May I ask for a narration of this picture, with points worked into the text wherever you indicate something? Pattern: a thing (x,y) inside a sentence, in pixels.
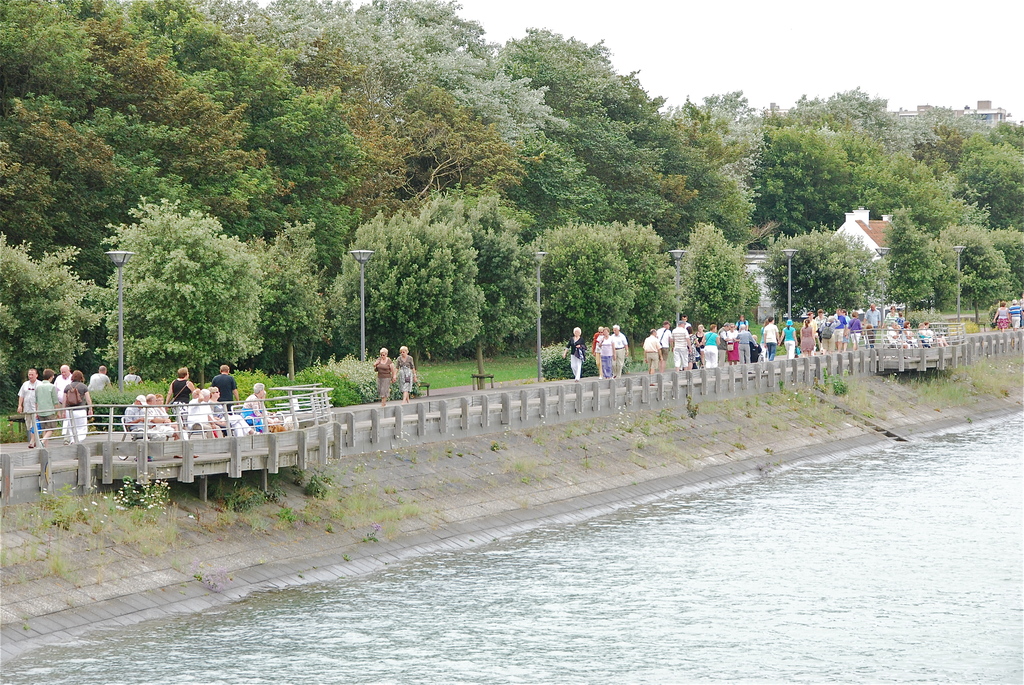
In this picture we can observe water (829,550). There is a cement railing (366,443). We can observe some people (392,373) walking in this path (571,381). There are trees (323,209) and poles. In the background (767,62) there is a sky (683,87).
